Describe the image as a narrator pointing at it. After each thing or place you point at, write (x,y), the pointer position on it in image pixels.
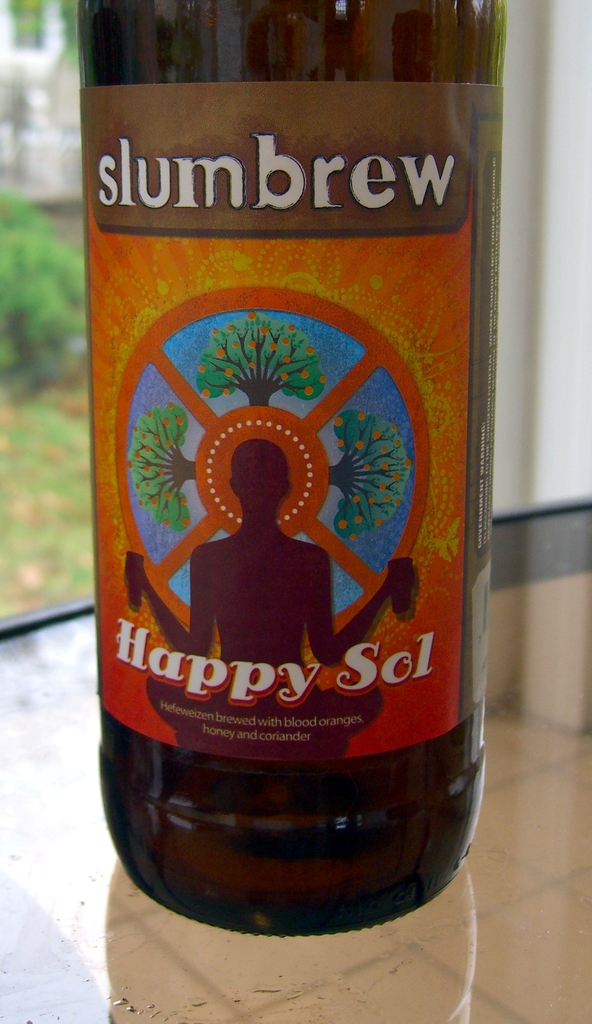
In this image there is a table (477,889), on that table (575,635) there is a bottle (115,18), in the background (521,62) it is blurred.
